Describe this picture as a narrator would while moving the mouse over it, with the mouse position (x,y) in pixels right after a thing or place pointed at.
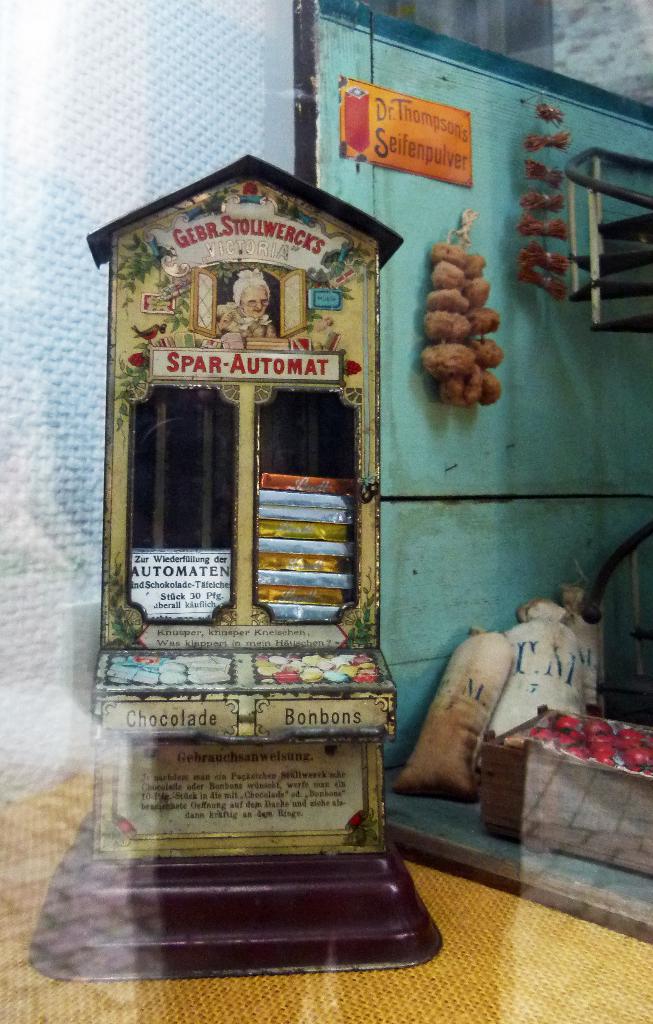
In this image we can see a cupboard (291,770), objects (398,110) hanged to the wall (503,220), sacks (487,669) and a box (607,766) with fruits (565,732) on the ground (419,853).
